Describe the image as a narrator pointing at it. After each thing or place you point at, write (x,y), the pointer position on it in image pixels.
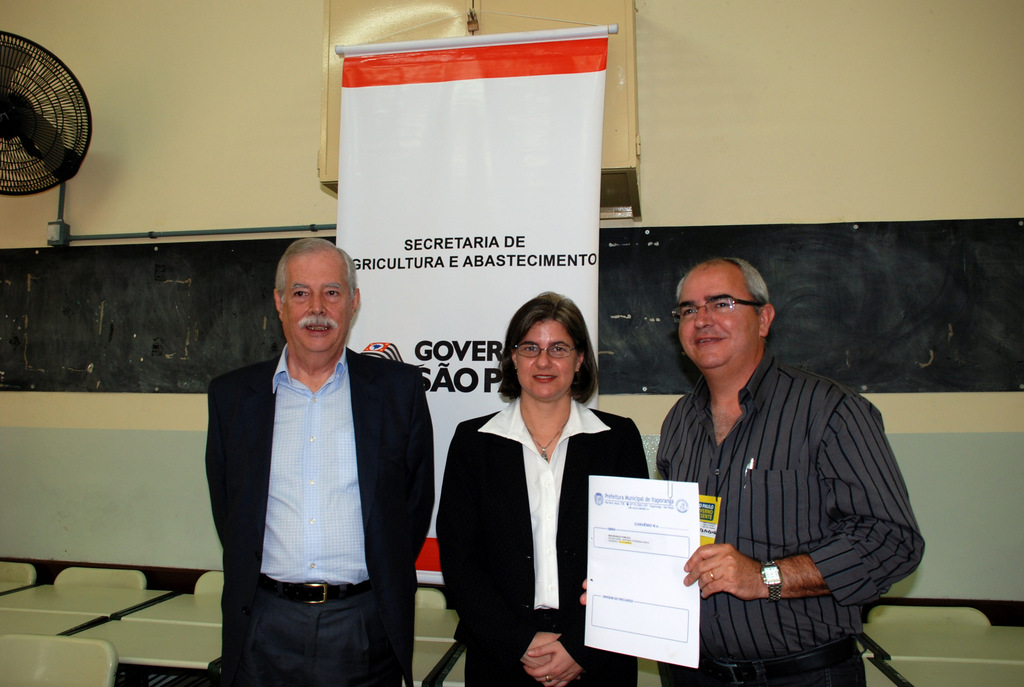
In the foreground of the picture (262,479) there are three people (554,581) standing, behind them there are tables (124,654) and a banner (403,280). At the top (104,139) there are fan (51,115), pipe (80,238), window (339,102) and wall (873,100).
